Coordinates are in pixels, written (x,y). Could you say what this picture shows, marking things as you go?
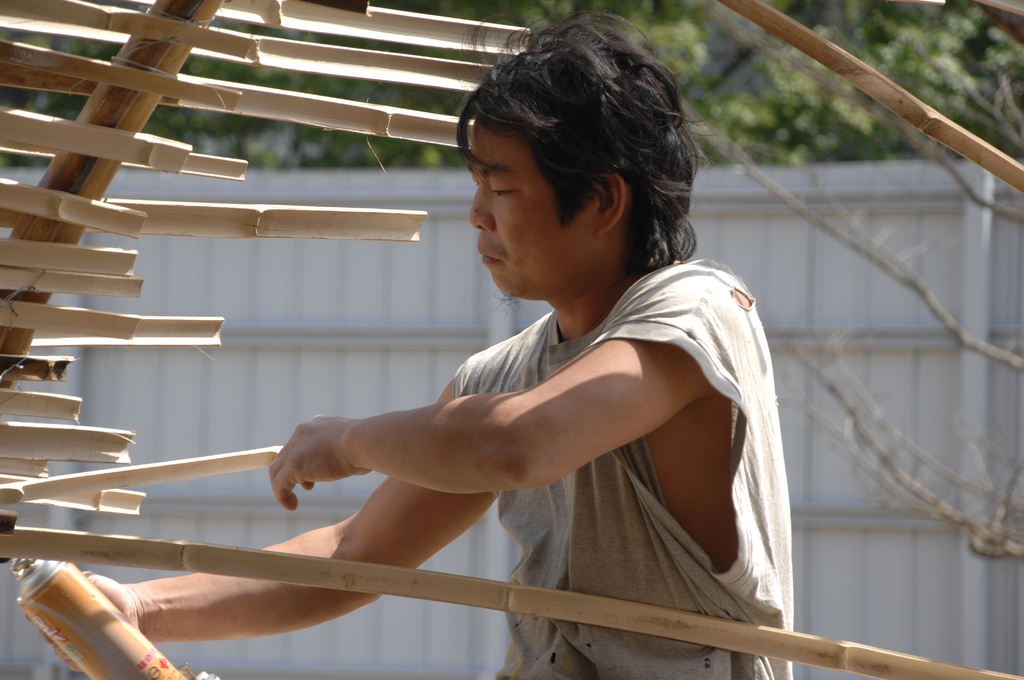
This image is taken outdoors. In the background (785,113) there are a few trees (269,128) and there is a wall (343,322). On the left side of the image (327,17) there are a few bamboo sticks (118,536). In the middle of the image (530,328) there is a man (566,440) and he is holding a can (92,612) in his hand (122,602).
